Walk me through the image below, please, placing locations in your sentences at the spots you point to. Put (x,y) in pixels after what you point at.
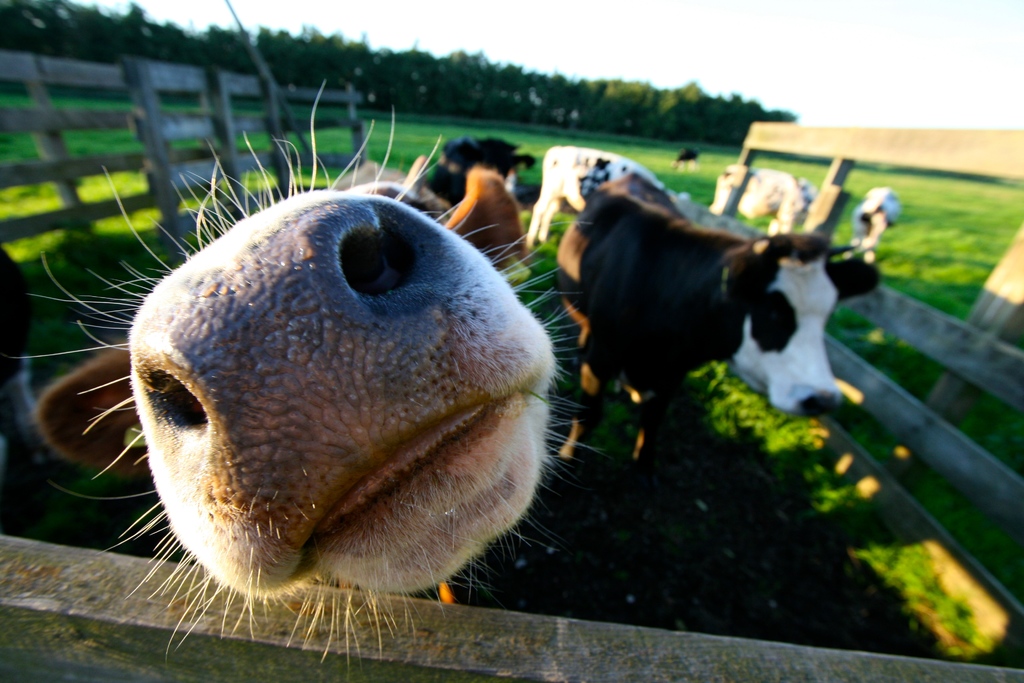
In the center of the image (504,317) there are animals (632,210) and we can see fence (222,127). In the background (32,33) there are trees (713,106) and sky (710,32).
